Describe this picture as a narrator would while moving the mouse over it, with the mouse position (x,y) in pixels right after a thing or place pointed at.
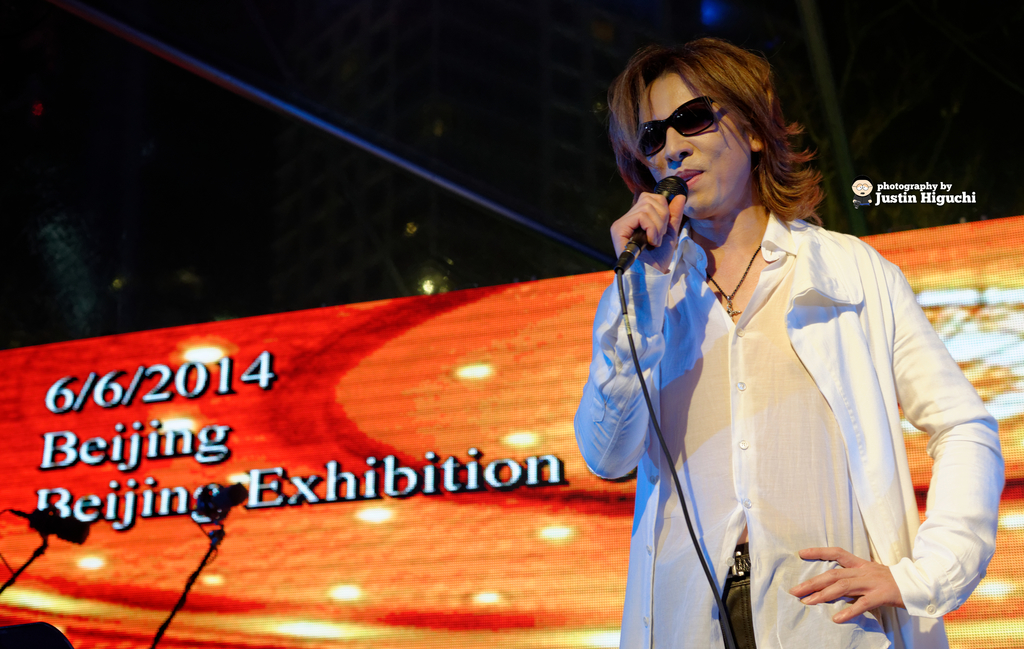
On the right side of the image (777,493) there is a person (743,512) holding the mike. Behind him there is a banner (287,501). On the left side of the image (223,518) there are two mikes (75,520). In the background of the image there is a light (436,279). There is some text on the right side of the image (903,192).
